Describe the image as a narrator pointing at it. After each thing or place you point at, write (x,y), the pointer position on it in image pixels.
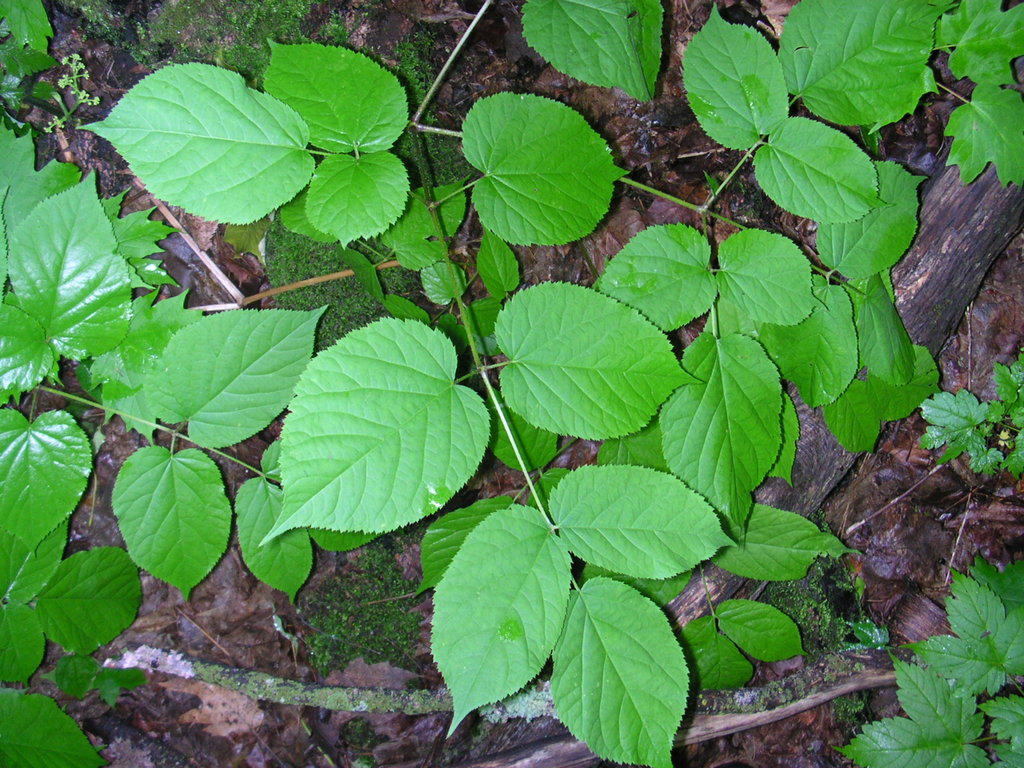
In the foreground of this image (440,349), there are plants (625,412) and a wooden pole (948,261) like an object (953,238) on the ground (892,559).
